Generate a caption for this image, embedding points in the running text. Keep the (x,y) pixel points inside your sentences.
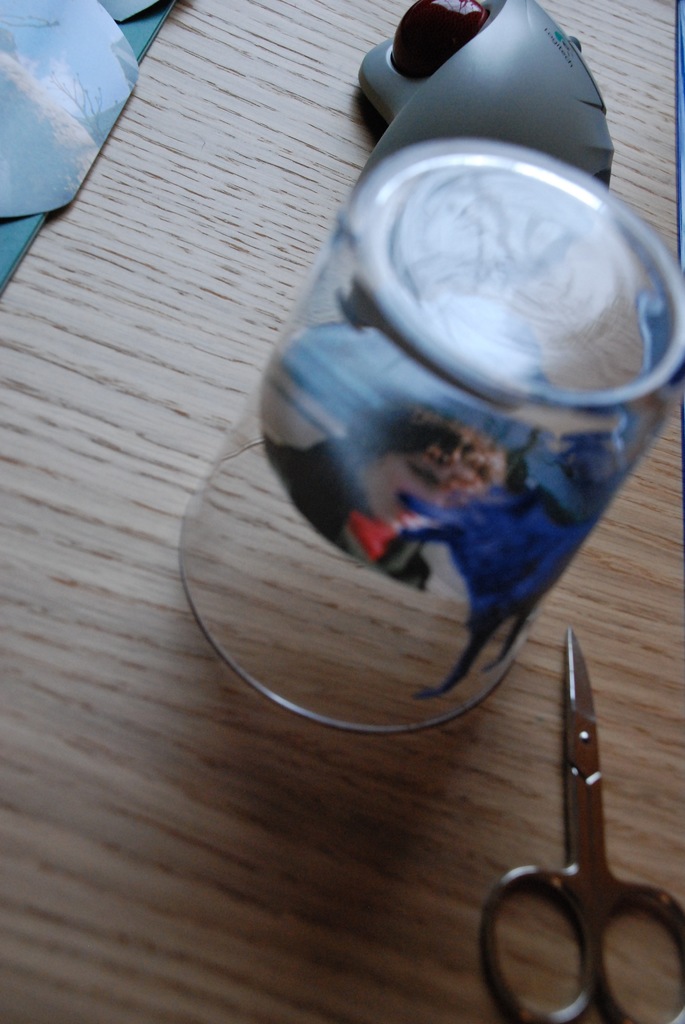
In this picture we can see a glass (307,420), scissors (600,913) and one object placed on a wooden thing (302,209).
